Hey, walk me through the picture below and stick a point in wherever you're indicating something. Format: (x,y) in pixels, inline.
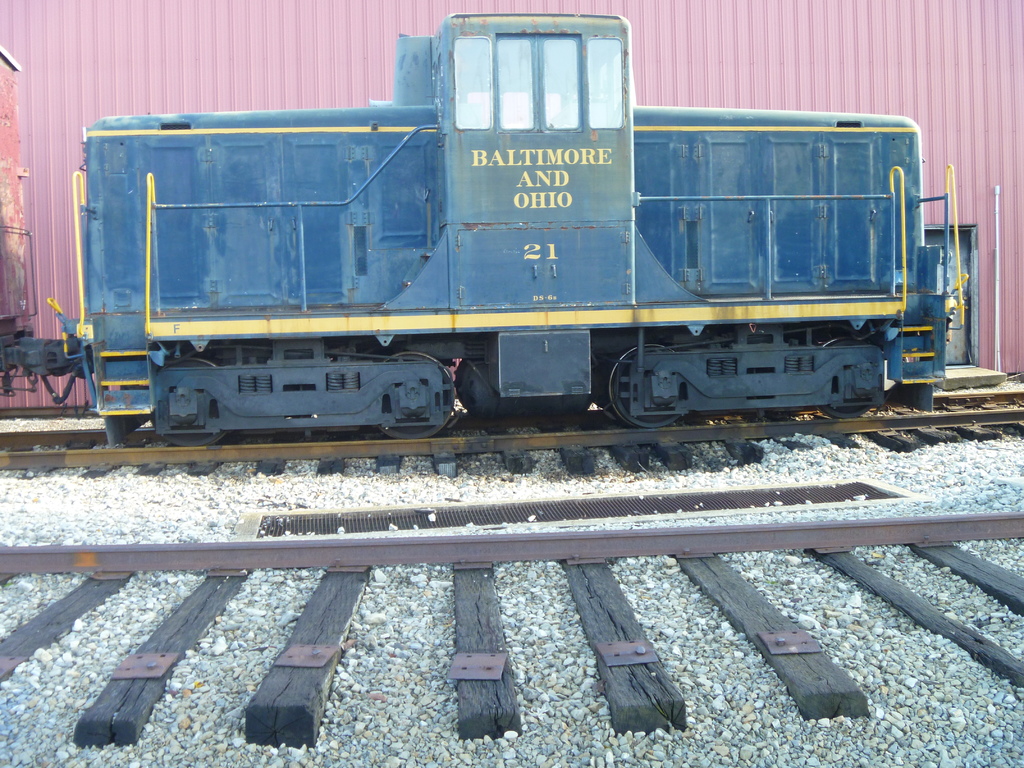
Here in this picture we can see a train engine (231,185) present on the railway track (919,412) over there and beside it also we can see other tracks (350,580) and we can see small stones (433,485) present all over there.
